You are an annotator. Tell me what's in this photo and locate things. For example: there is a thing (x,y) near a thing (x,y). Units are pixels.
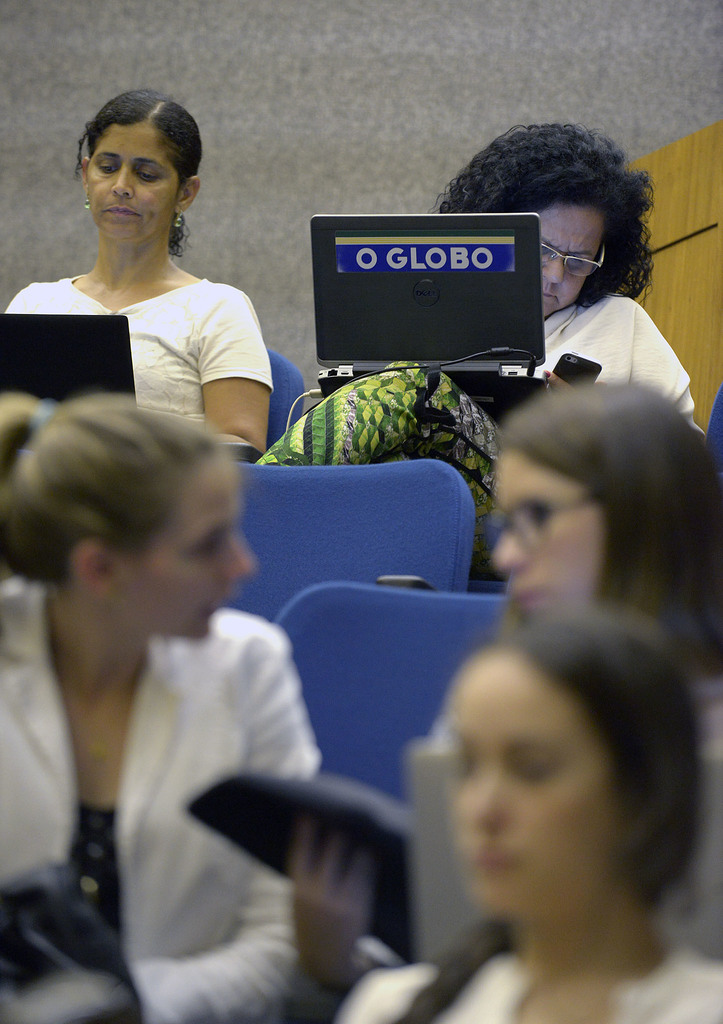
There are people (658,388) sitting on the chairs (413,500), they are operating laptops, it seems like a wall (427,114) in the background (412,93).
